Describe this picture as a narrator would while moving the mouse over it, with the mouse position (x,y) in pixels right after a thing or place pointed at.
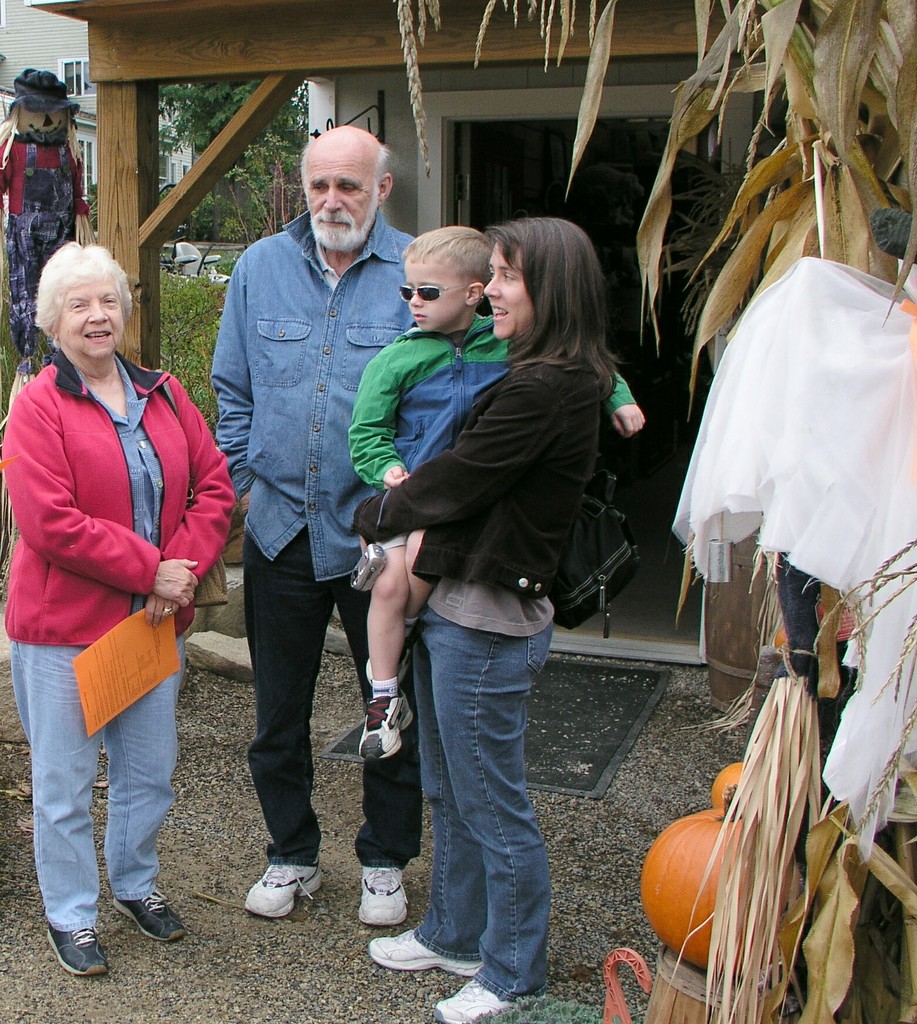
In this picture there is a woman (510,368) who is wearing jacket (520,548), t-shirt (480,591), jeans (423,761) and shoes (435,964). She is holding a boy (440,261). Here we can see old man (289,319) who is wearing shirt (324,546), jeans (294,655) and shoe (371,879), standing near to the woman (162,485) who is wearing red jacket (196,525), shirt (137,603), jeans (89,896) and shoes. She is holding a paper (107,673). In the left (47,161) background (54,152) we can see statue (64,176) on the farm land (206,317), building (88,129) and trees (262,145).
